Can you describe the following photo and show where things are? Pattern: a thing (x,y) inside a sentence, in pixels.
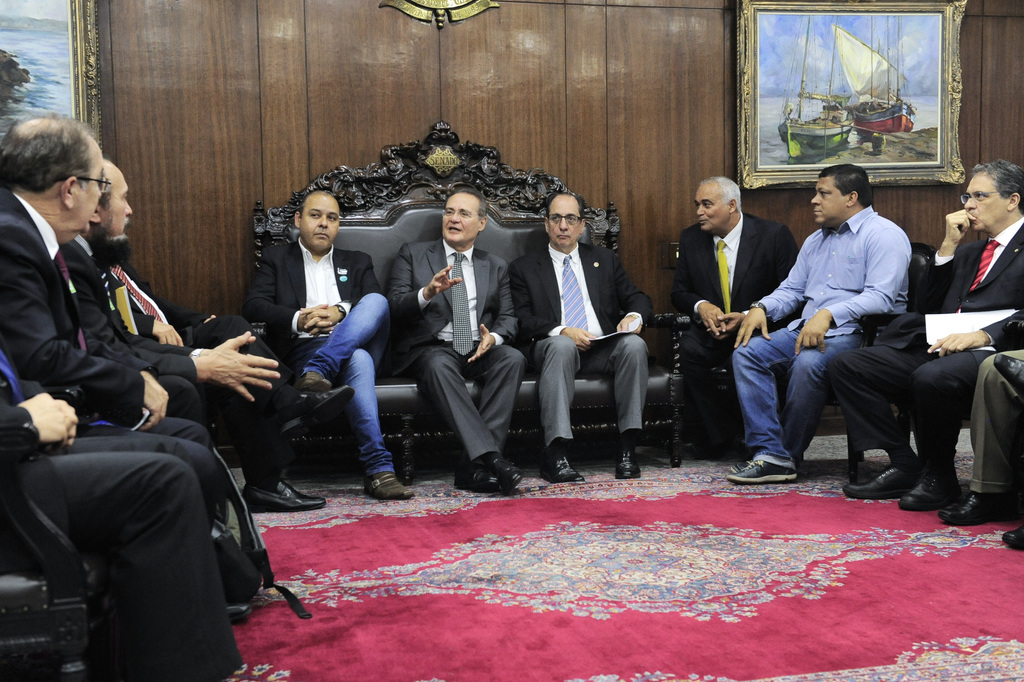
In the image there are few men (55,375) in suits (78,281) sitting on sofa (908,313) around inside a room (231,142), in the back (856,97) there are paintings (776,76) on the wall (326,63), there is a red carpet (771,488) on the floor (801,445).
